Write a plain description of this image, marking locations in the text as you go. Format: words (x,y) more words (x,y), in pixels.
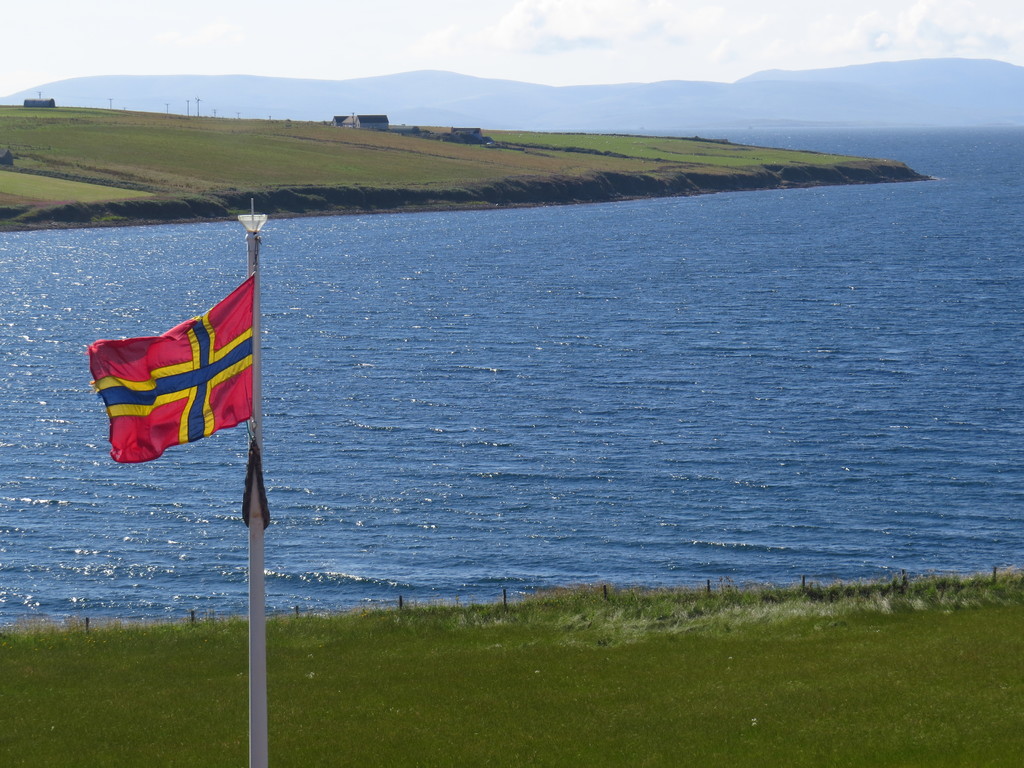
On the left side of the image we can see a flag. At the bottom (394,675) there is grass (522,664). In the center (392,341) there is a river (327,229). In the background (272,181) there are sheds (40,104), hills (331,96) and sky (500,65).
